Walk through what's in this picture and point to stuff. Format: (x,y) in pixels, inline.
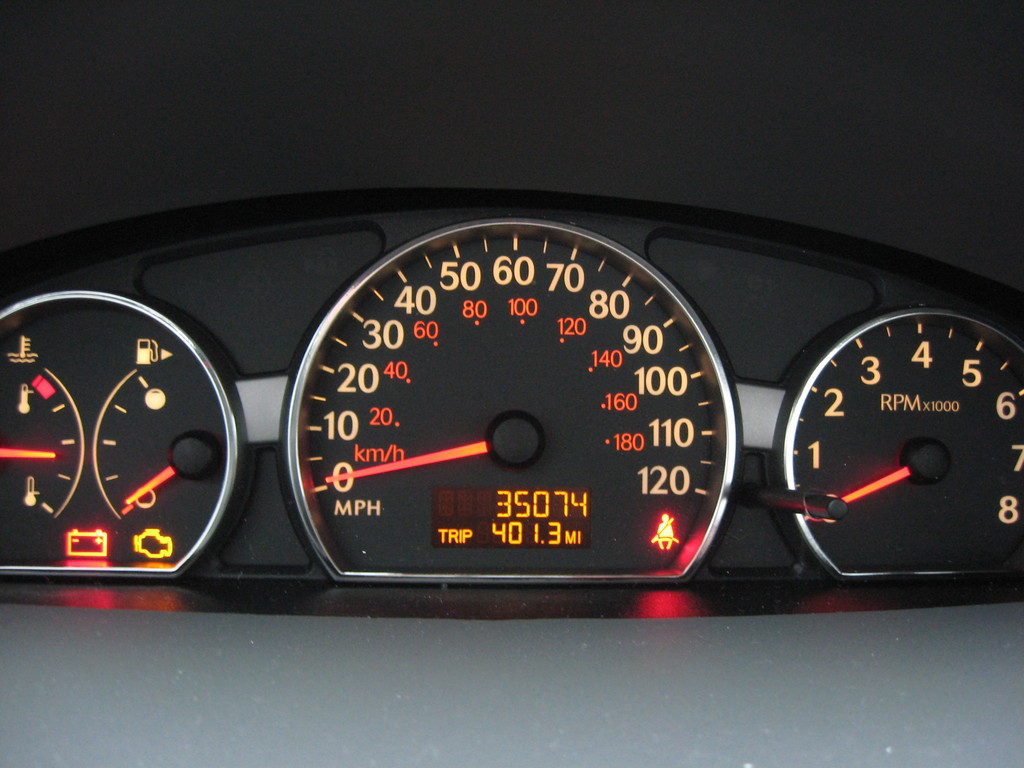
In this image I can see few analogue meters (399,495).
